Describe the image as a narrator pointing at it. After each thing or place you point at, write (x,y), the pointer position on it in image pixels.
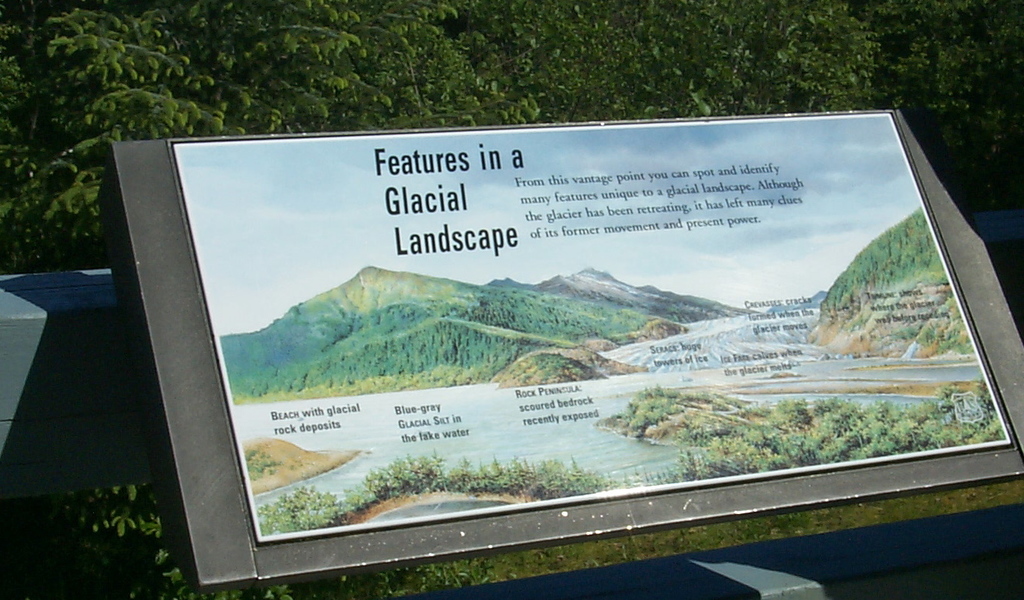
In this image I can see a board (679,150) in the centre (376,296) and on it I can see depiction picture of water (635,387), plants (781,442), mountains (833,311), the sky (635,254) and on this board (820,400) I can see something is written. I can also see green colour leaves (890,53) in the background (397,56).
